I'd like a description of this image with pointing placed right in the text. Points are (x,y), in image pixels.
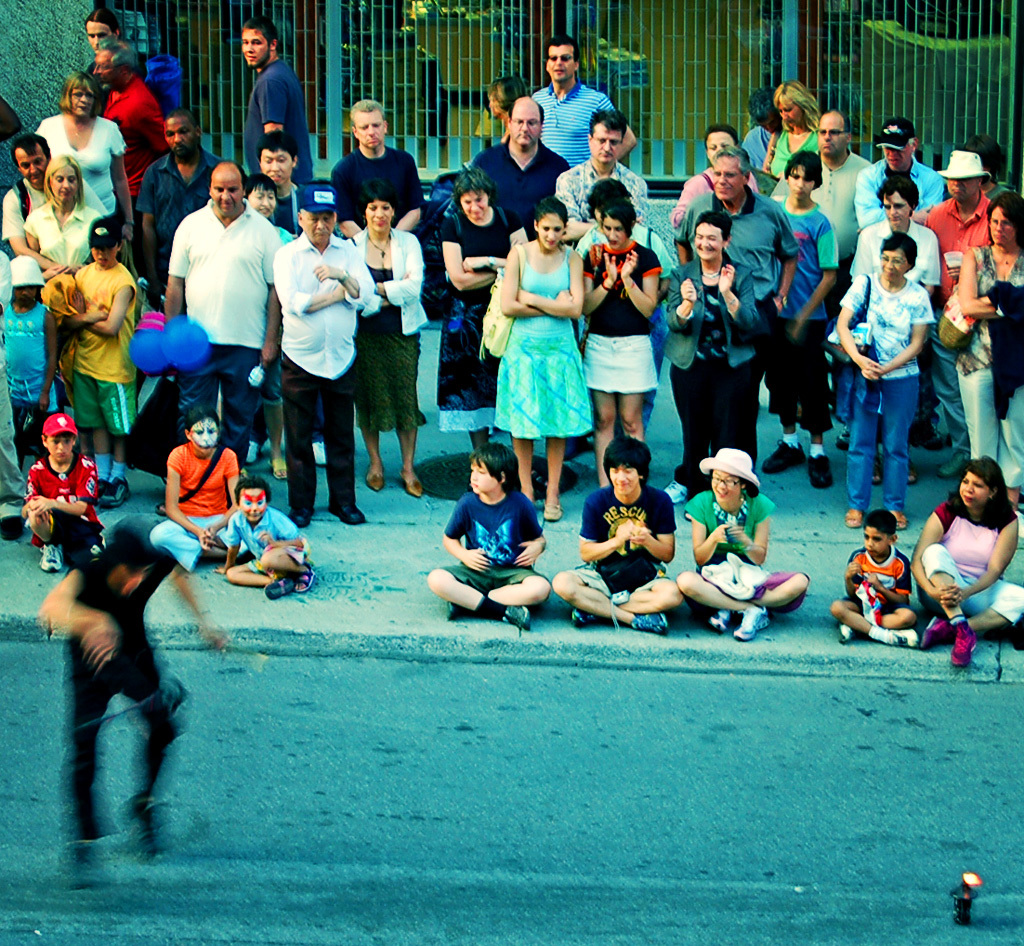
In this image there is a person (163,709) walking on the road (622,802) which is blurred and there is an object (966,899). In the background (118,187) there are few spectators (478,418) sitting and standing, behind them there is a railing (903,108) and we can see there are leaves (424,14) of a tree (440,2).
